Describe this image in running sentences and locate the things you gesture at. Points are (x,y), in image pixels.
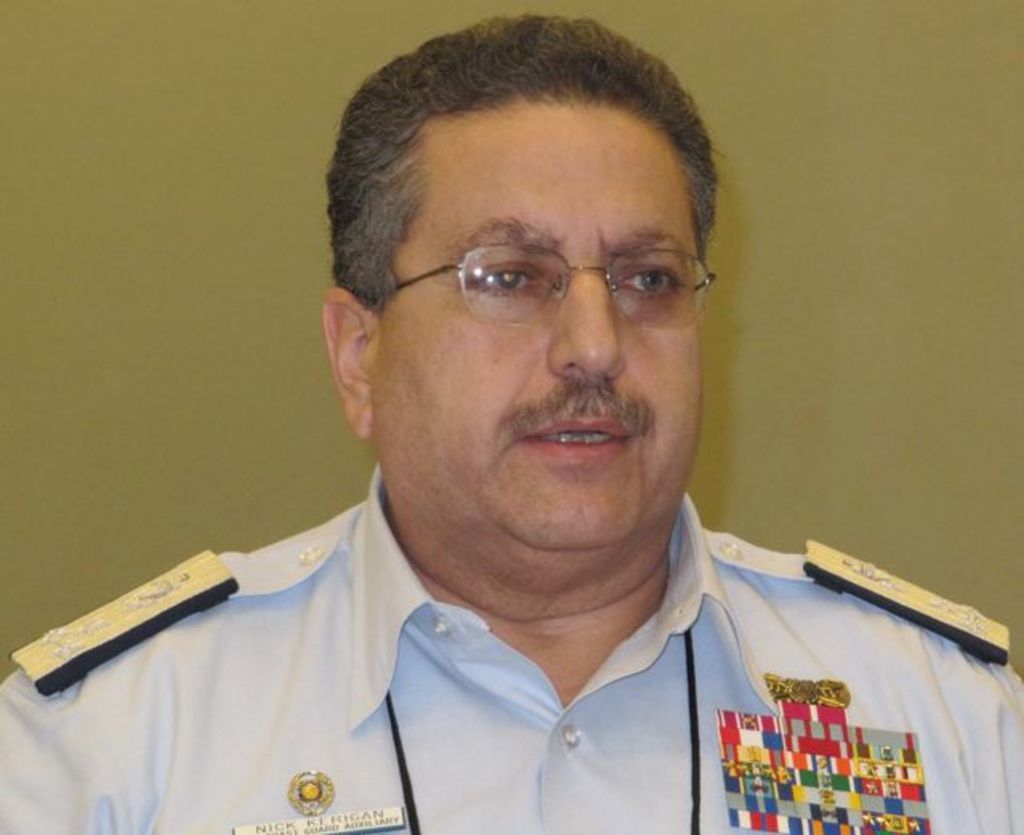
In the middle of the image (589,543) we can see a person (561,794). Behind him there is wall (665,49).
